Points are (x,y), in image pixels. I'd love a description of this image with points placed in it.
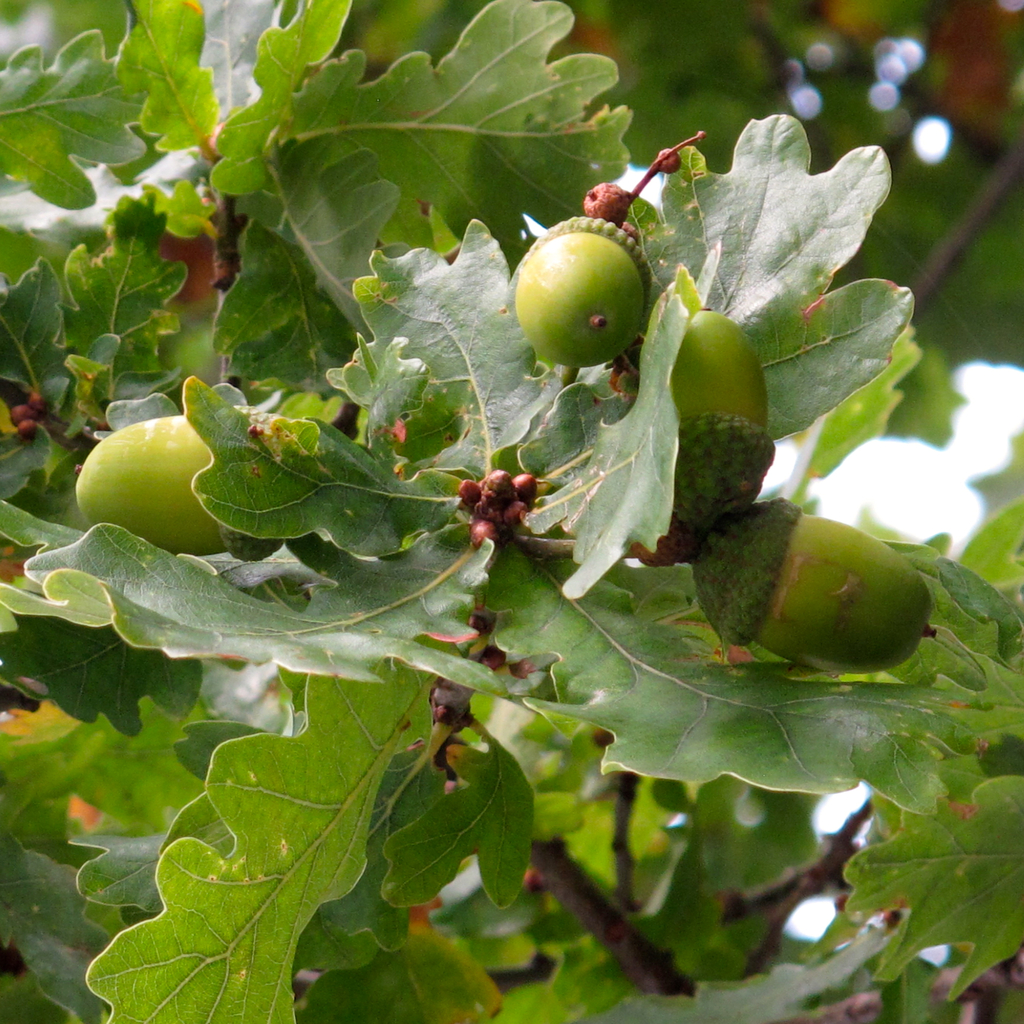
In the pic there is an oak tree (428,542) with some acorns (141,435).
